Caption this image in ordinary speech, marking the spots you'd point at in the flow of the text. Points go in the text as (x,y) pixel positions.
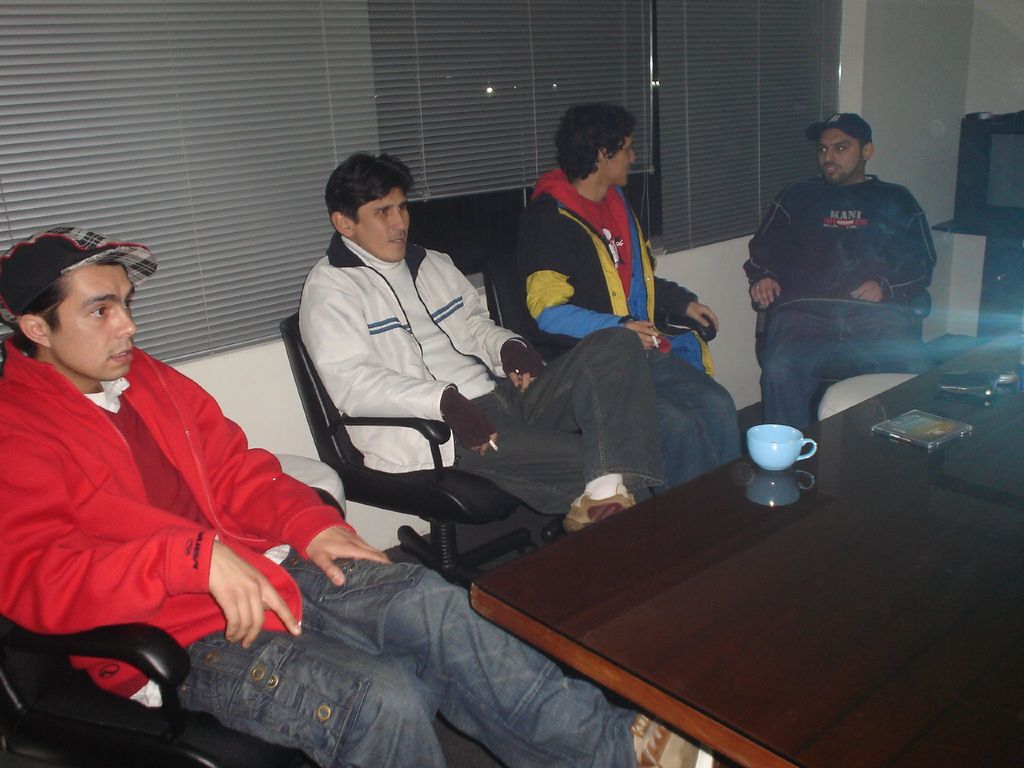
In this image there are four men (463,388) sitting cozily on chairs (298,358). In front of them there is table (793,559) and on it there is a phone (966,380), a cup (790,441) and a box (909,429). In the background (972,261) there is wall (914,80) and window blinds (242,107).
